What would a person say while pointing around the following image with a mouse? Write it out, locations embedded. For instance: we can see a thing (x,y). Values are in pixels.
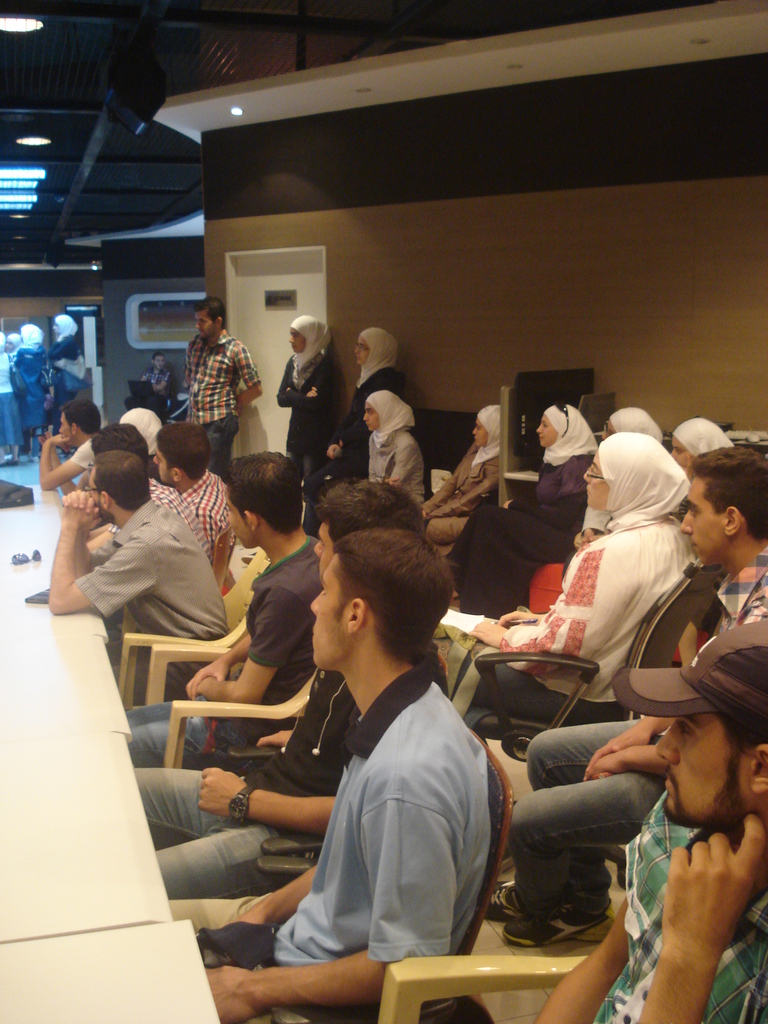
In this image I can see the group of people (335,677) with different color dresses (208,506). I can see few people (238,687) are sitting on the chairs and few people (235,375) are standing. There is a table (41,660) in-front of few people (54,587). In the background (343,242) I can see the wall (185,277) and there are lights (48,138) in the top (20,166).
